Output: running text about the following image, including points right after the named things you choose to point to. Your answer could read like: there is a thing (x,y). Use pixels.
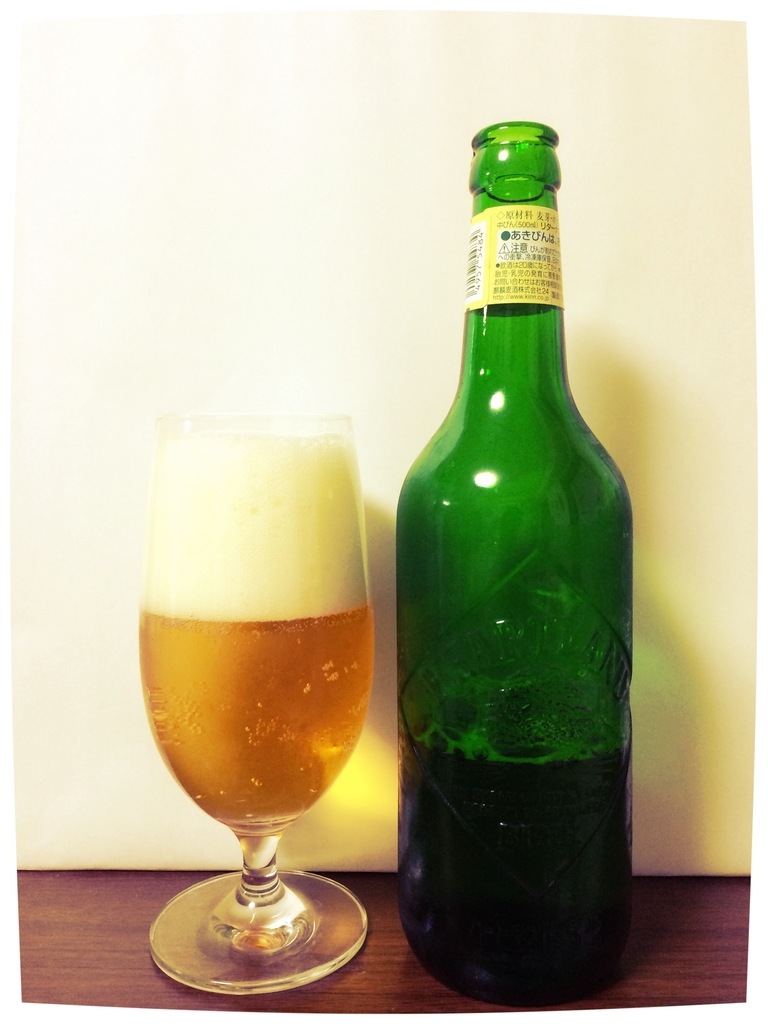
This is a picture, in this picture there is a green color bottle (512,565) and a wine glass (217,605) on a wooden table (107,952). Background of this bottle (401,622) and a glass (263,722) is a wall (286,211) which is in white color.
